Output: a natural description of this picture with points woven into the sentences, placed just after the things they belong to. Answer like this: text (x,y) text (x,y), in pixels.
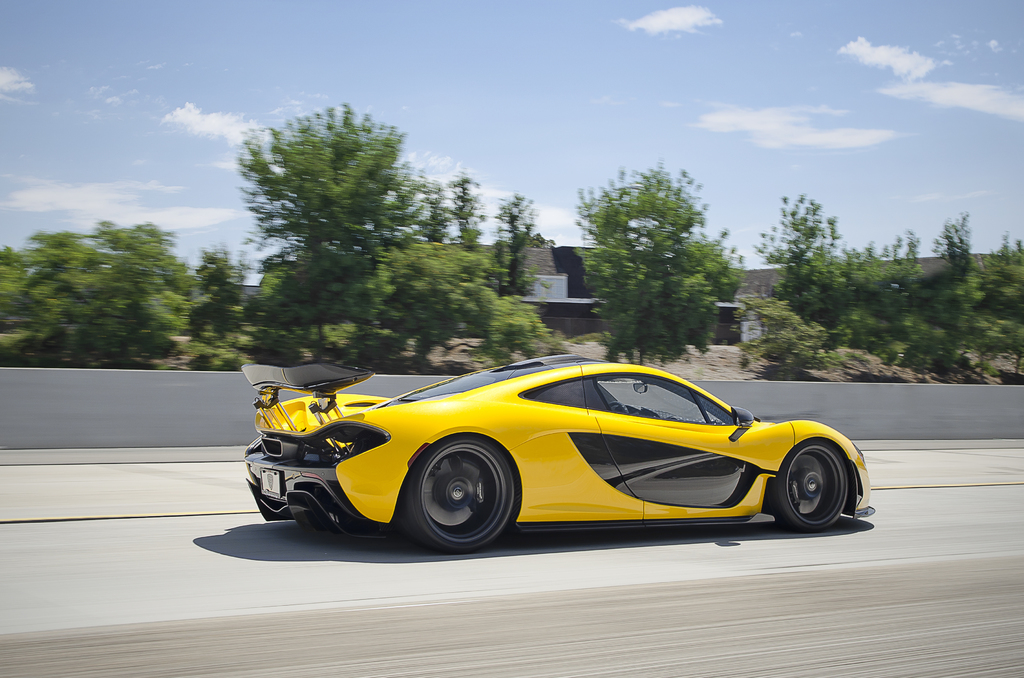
In this image in the center (598,437) there is one car (539,378), and in the background (592,300) there are trees (6,258) wall (877,433) and some objects (589,291). At the bottom (909,620) there is road (909,633), and at the top (719,222) there is sky (554,220).
